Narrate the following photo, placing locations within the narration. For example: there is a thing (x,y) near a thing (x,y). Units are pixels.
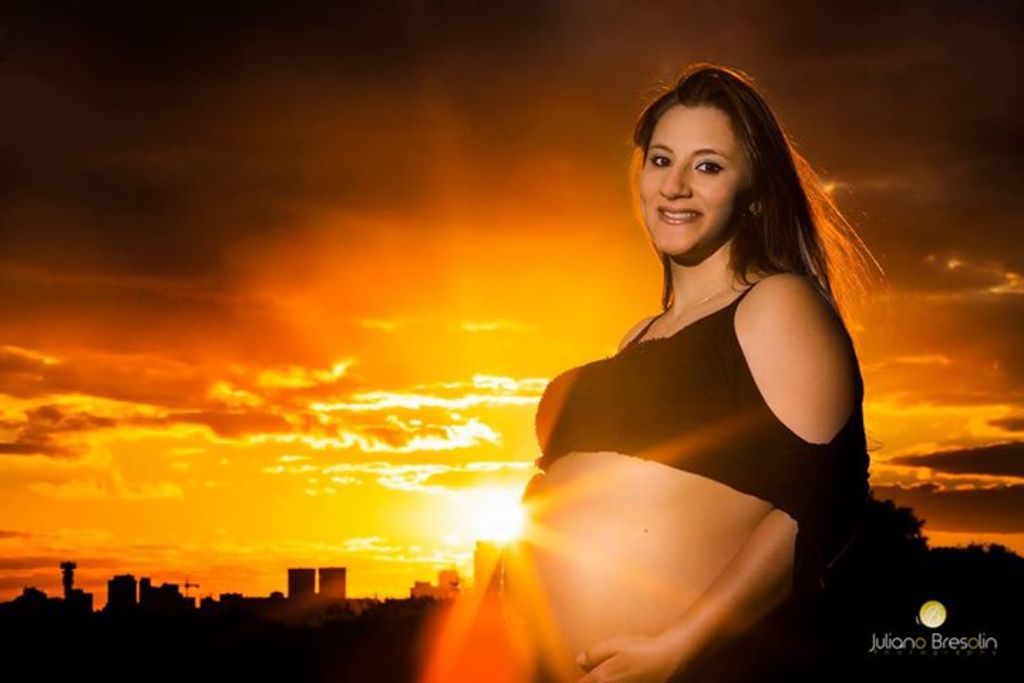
In the foreground of this image (738,377), there is a woman (739,449). In the background (406,543), there are buildings (334,590), sun (498,536) and the sky (345,173).
